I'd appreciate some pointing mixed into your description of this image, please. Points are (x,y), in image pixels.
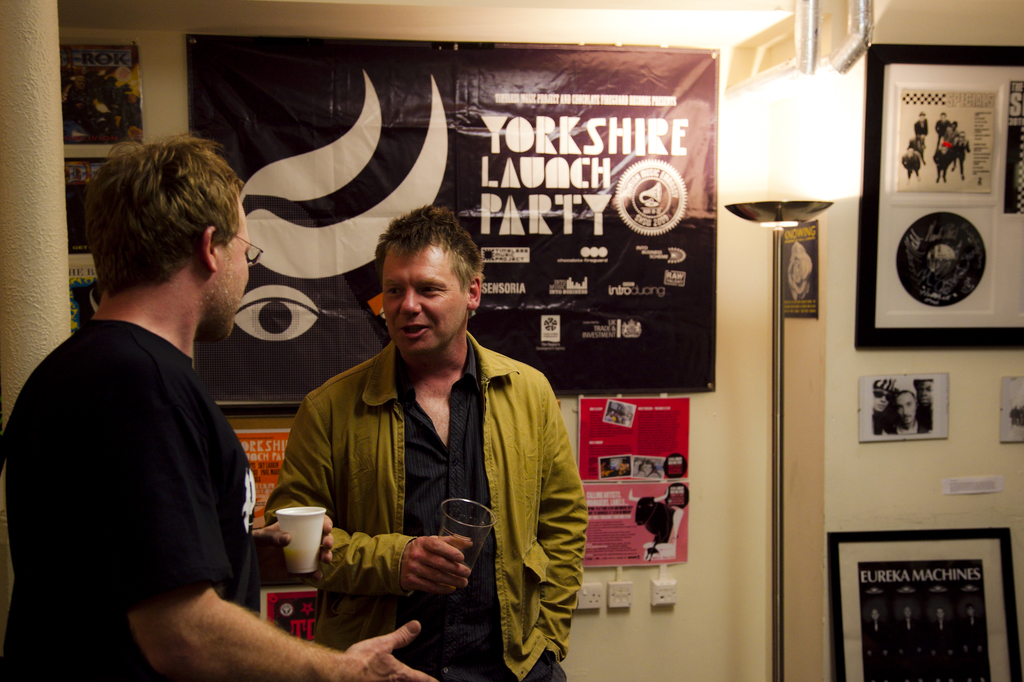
This image consists of two men (403,502) holding glasses (294,510). In the background (721,188), there is a wall (723,662) on which there are banners (591,280) and posters (657,439). In the middle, there is a light (776,350). To the right (996,280), there are photo frames (937,422). To the left (59,210), there is a pillar (23,169).
